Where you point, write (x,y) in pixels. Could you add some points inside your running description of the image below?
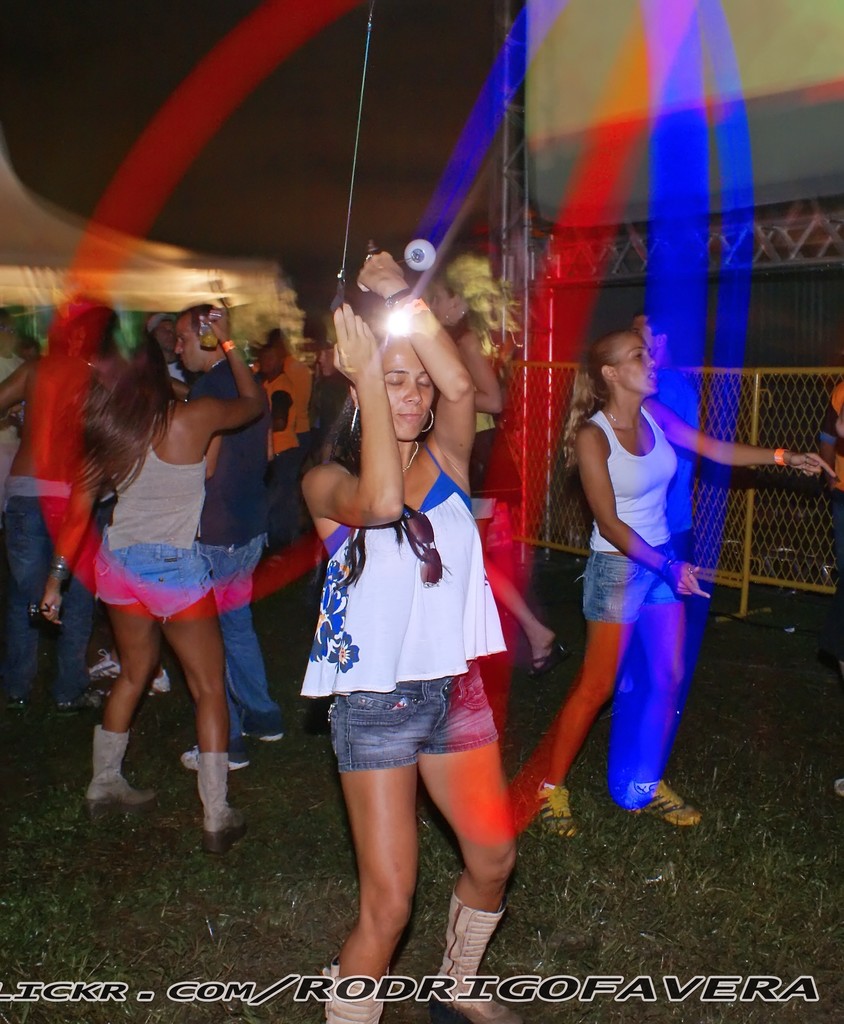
In this image we can see men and women (421,512) are dancing. One girl (399,497) is wearing white top (407,645) with shorts (412,729) and holding something in her hand (372,269). Right side of the image (769,405) yellow color fence (769,434) is present. Bottom of the image (321,986) watermark (647,984) is there.
